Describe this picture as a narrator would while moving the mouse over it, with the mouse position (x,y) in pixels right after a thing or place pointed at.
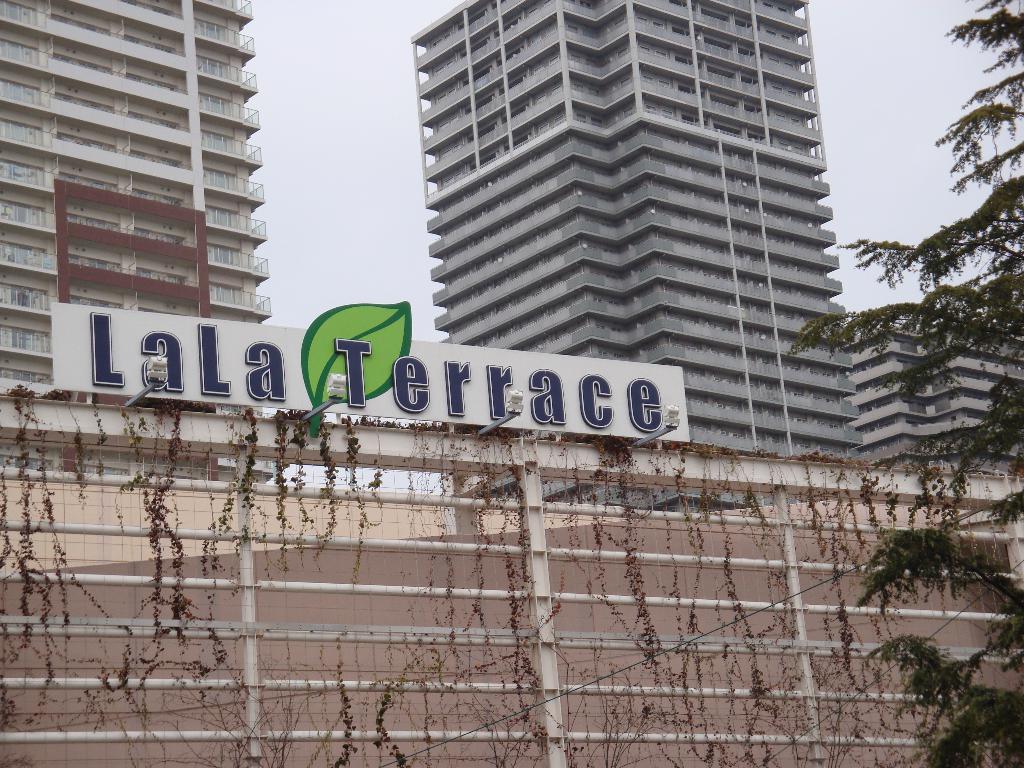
In this image in front (75,625) there is a metal fence (445,505). There is a board (241,352) with letters (560,397) on it. On the right side of the image (1002,712) there is a tree (939,671). In the background of the image (595,248) there are buildings (764,180) and sky (365,116).
